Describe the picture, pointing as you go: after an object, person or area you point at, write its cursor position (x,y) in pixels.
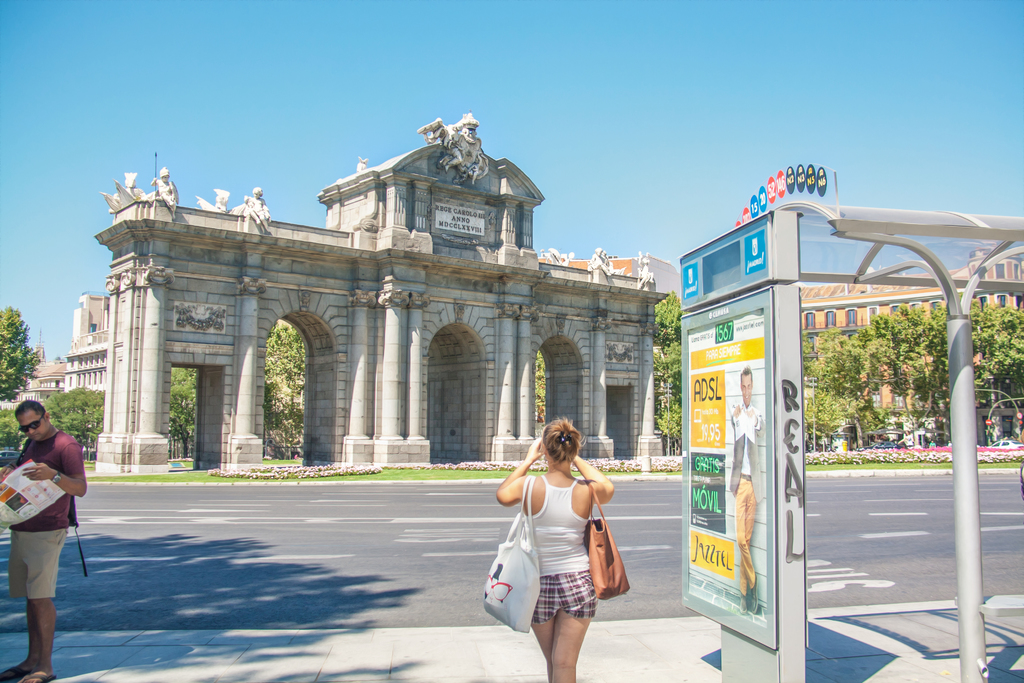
At the bottom of the image (548,576) we can see a woman (562,625) wearing bags (503,560). To the left side of the image (43,475) we can see a person (50,463) standing and holding a paper (36,492) in his hands (43,475). On the right side of the image (754,515) we can see a board (767,510) with some text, shed (955,333), poles (1019,251) and some vehicles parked on the ground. In the center of the image (454,357) we can see buildings (378,362) with sculptures (463,151), group of trees (894,360). At the top of the image (407,18) we can see the sky (407,18).
